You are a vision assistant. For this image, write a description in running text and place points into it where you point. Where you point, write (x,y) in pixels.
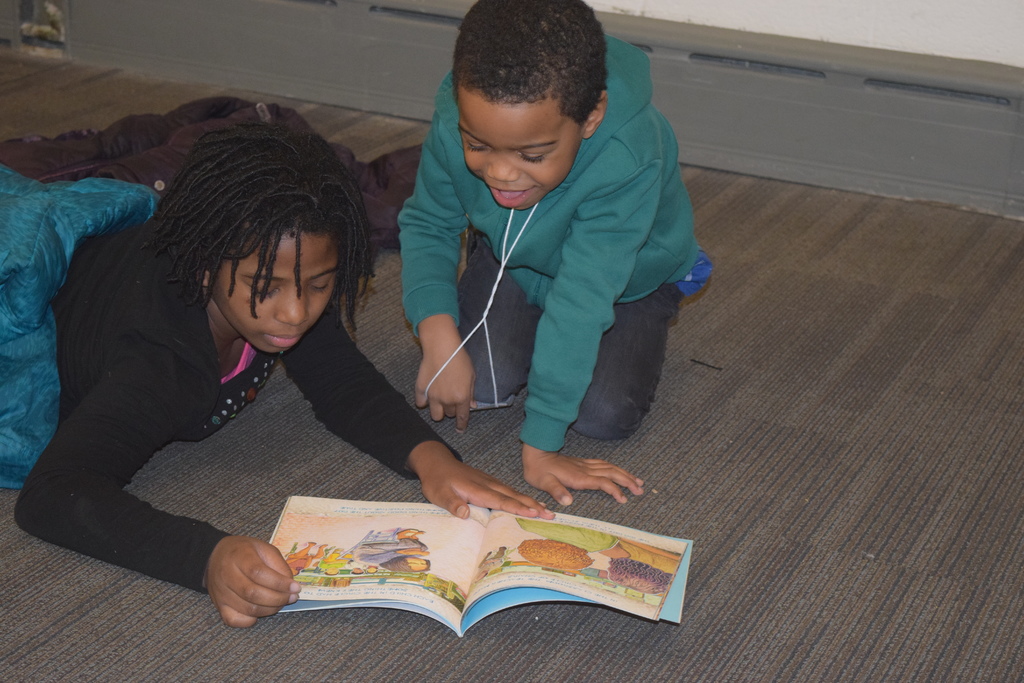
2 people (293,318) are present on the floor (803,577). They are reading a book (377,555).
